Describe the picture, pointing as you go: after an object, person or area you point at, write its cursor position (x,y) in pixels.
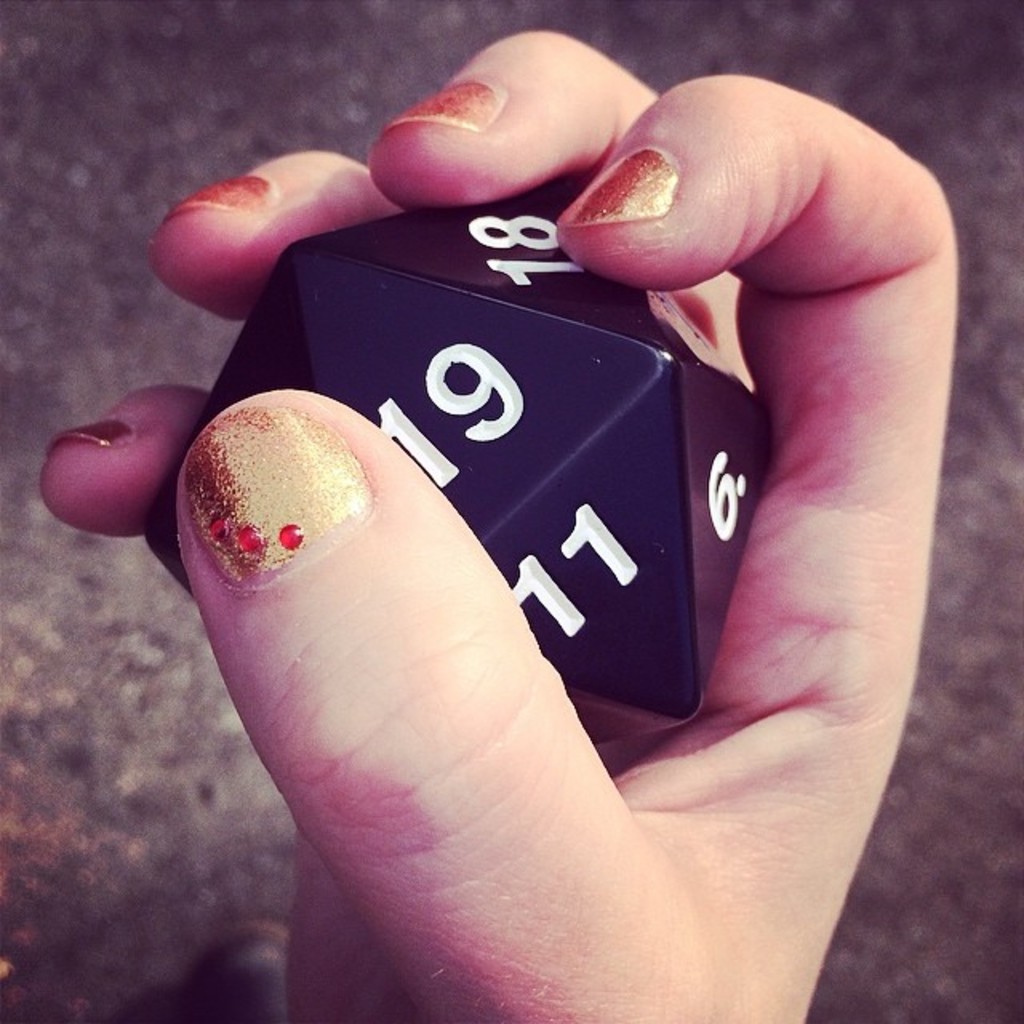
In this image I can see a person's hand (768,827) holding a dice (617,565) having few numbers (574,607) on it. Background (141,7) there is a floor (985,142).
